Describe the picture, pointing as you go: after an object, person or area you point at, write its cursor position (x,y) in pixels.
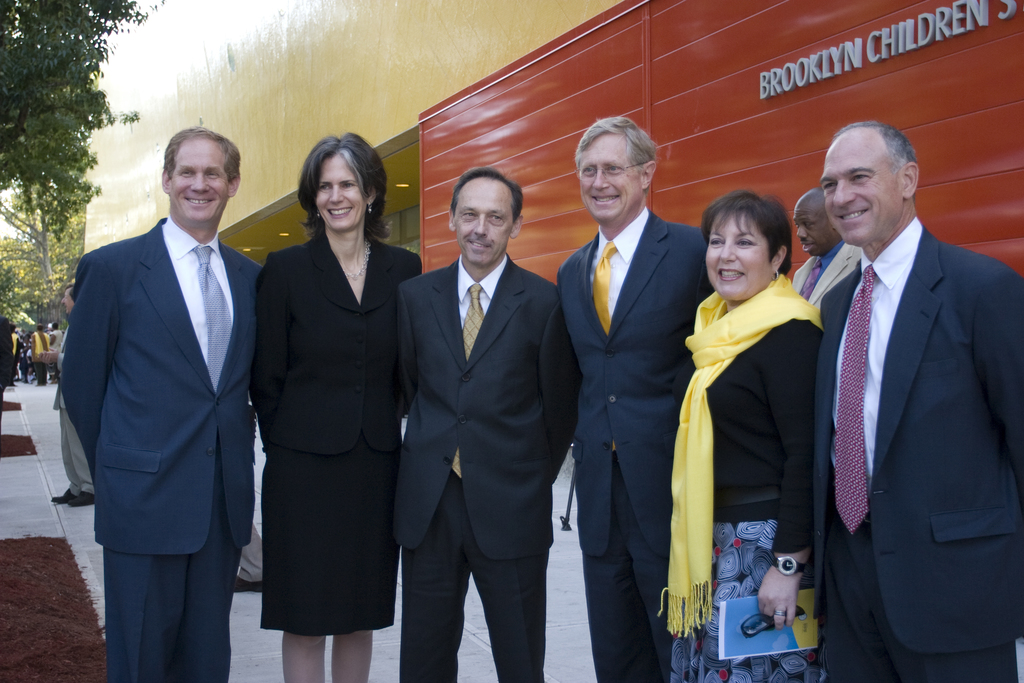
In this image, we can see people (723,422) standing and smiling and some are wearing ties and one of them is wearing a scarf (712,364) and holding a paper (740,611). In the background (205,107), there are trees (96,101) and we can see a building (538,65) and a board (492,142) and lights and we can see some people (29,355). At the bottom (22,505), there is floor (41,518) and sand (56,619).
